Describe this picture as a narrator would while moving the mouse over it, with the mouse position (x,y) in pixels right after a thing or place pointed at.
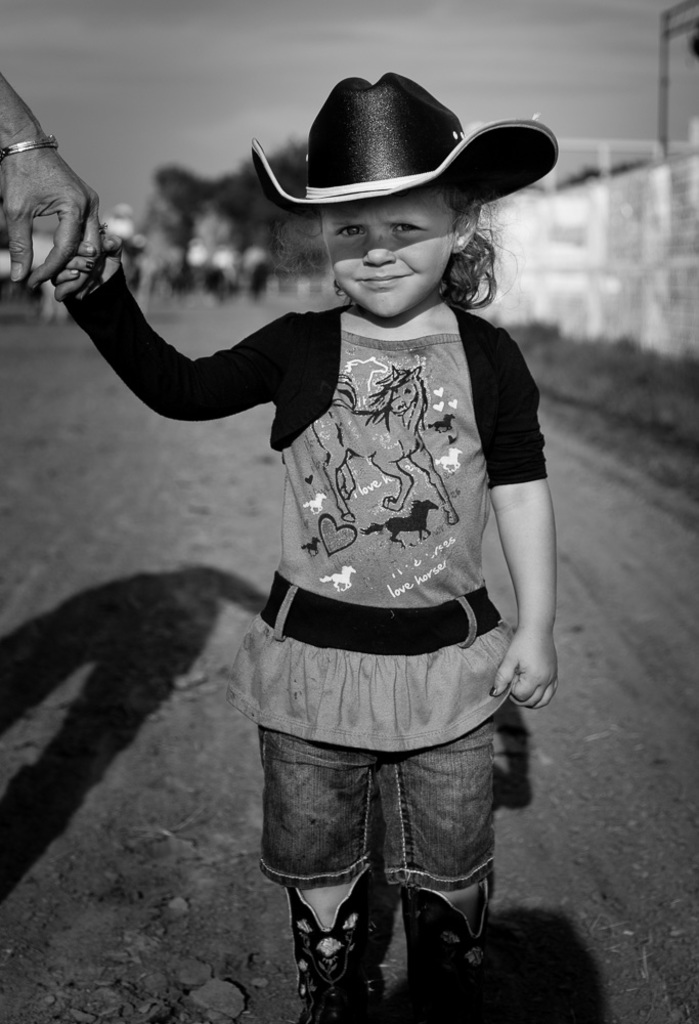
A black and white picture. Front this girl (84,268) is holding a finger (81,218) of the other person (95,228). Background (591,194) it is blur.
